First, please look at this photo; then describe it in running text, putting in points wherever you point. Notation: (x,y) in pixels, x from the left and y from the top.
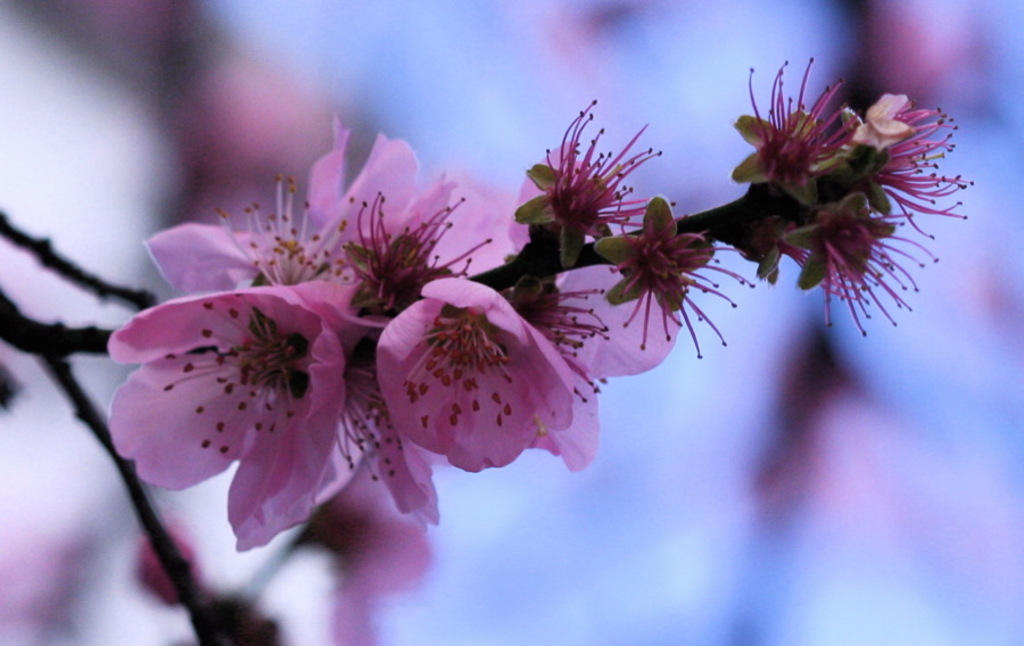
Here in this picture we can see a pink colored flowers (308,308) on the branch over there and we can also see its pollen grains (234,372) present over there.
